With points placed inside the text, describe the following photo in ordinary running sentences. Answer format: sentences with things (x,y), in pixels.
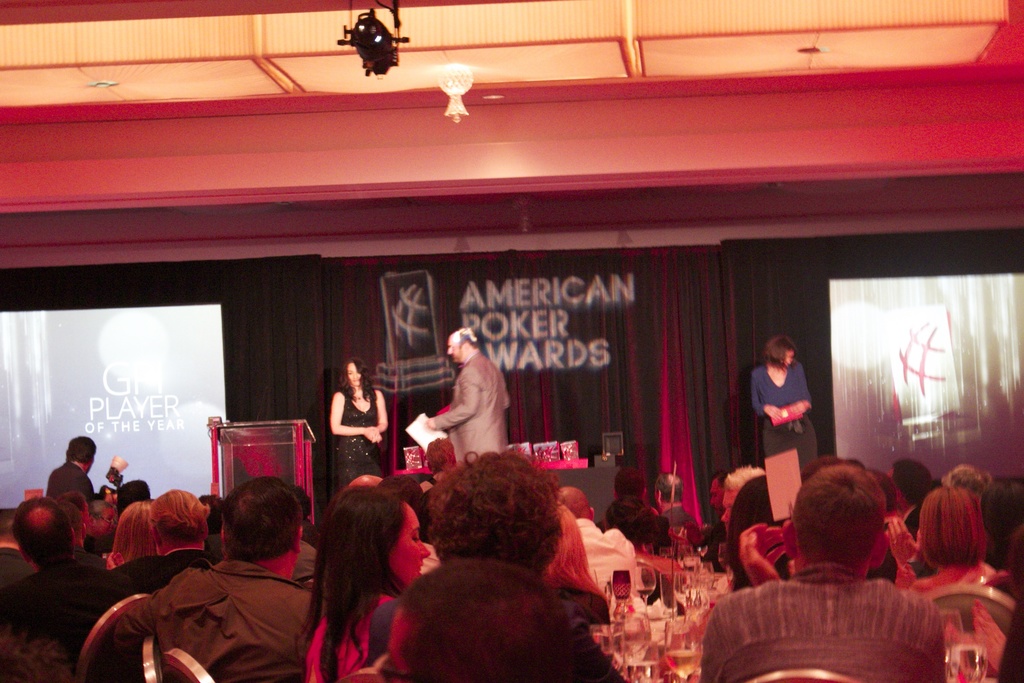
In the center of the image (351,444) there are persons (782,433) standing on the dais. At the bottom of the image (67,521) there are group of people (614,497) sitting on the chairs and there are glasses (626,636) on the table (717,583). At the top of the image (353,67) there is projector (381,50), light (446,83) and ceiling (394,126).
